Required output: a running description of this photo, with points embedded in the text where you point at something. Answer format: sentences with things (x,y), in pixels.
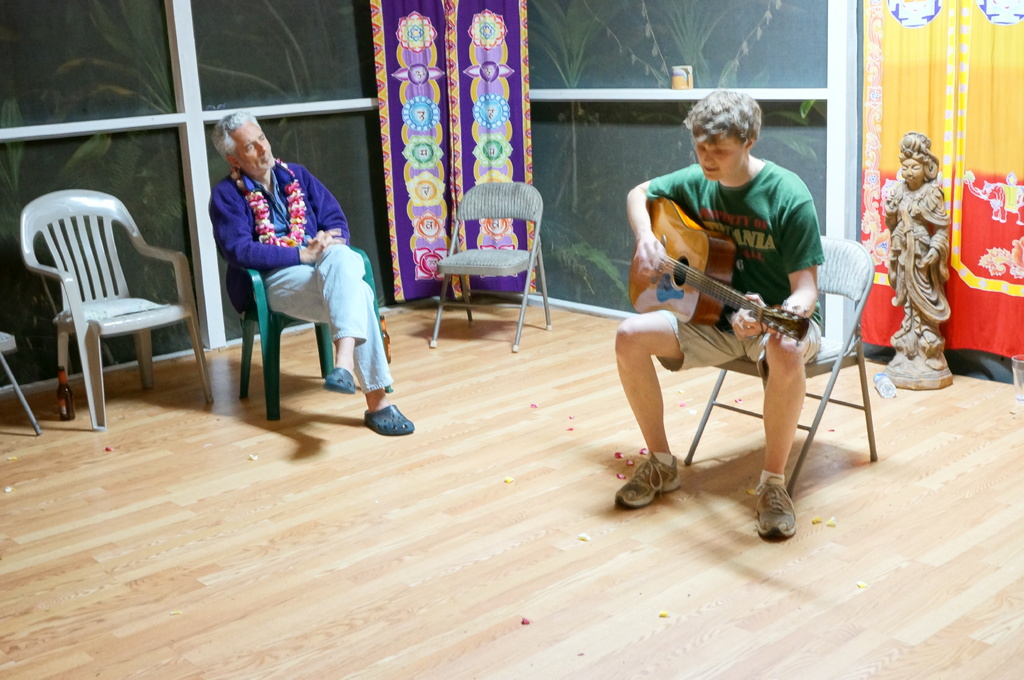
In this picture there is a man (294,315) sitting on a chair (278,316) and another person (659,345) is playing the guitar (697,302).
